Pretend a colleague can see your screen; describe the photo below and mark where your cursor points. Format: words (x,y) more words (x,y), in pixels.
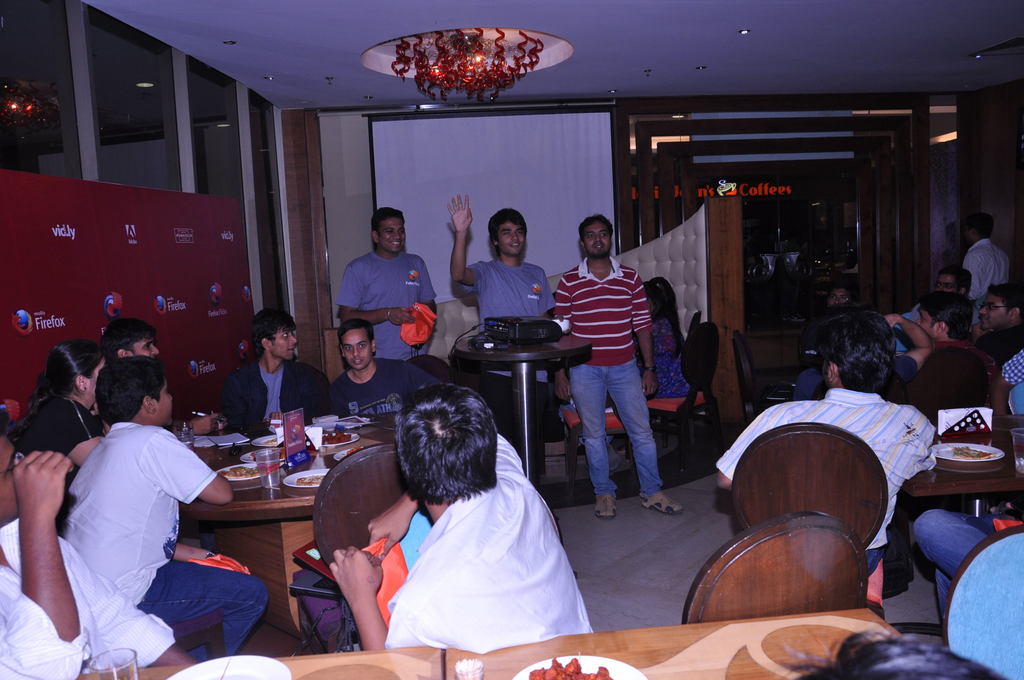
In this picture I can observe some people (169,524) sitting in front of their respective tables (325,446). I can observe some plates (267,444) and glasses (269,467) on the table (386,679). In the middle of the picture (590,374) there are three members (519,297) standing. Behind them there is a projector display screen (456,197). On the left side (78,257) maroon color flex (134,284).
